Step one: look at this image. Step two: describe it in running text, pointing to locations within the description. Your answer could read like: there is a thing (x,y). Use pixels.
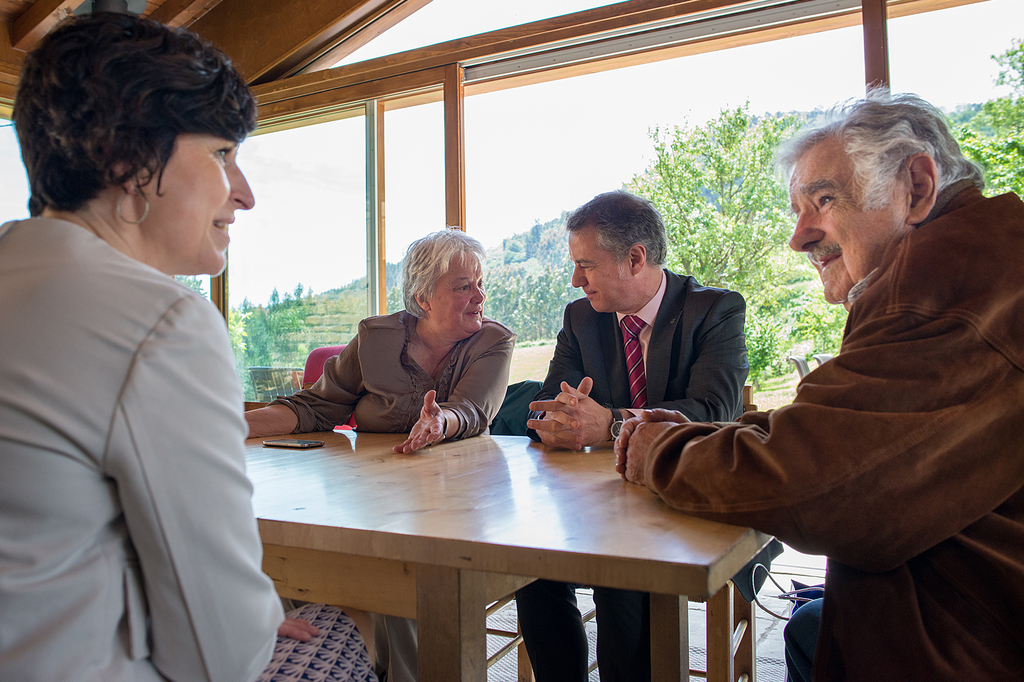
In this image I see 2 men (947,152) and 2 women (48,118) who are sitting and there is a table (553,498) in front of them, In the background (249,385) I see the glass (1010,23) and through the glass (239,314) I see the trees (1004,114).
